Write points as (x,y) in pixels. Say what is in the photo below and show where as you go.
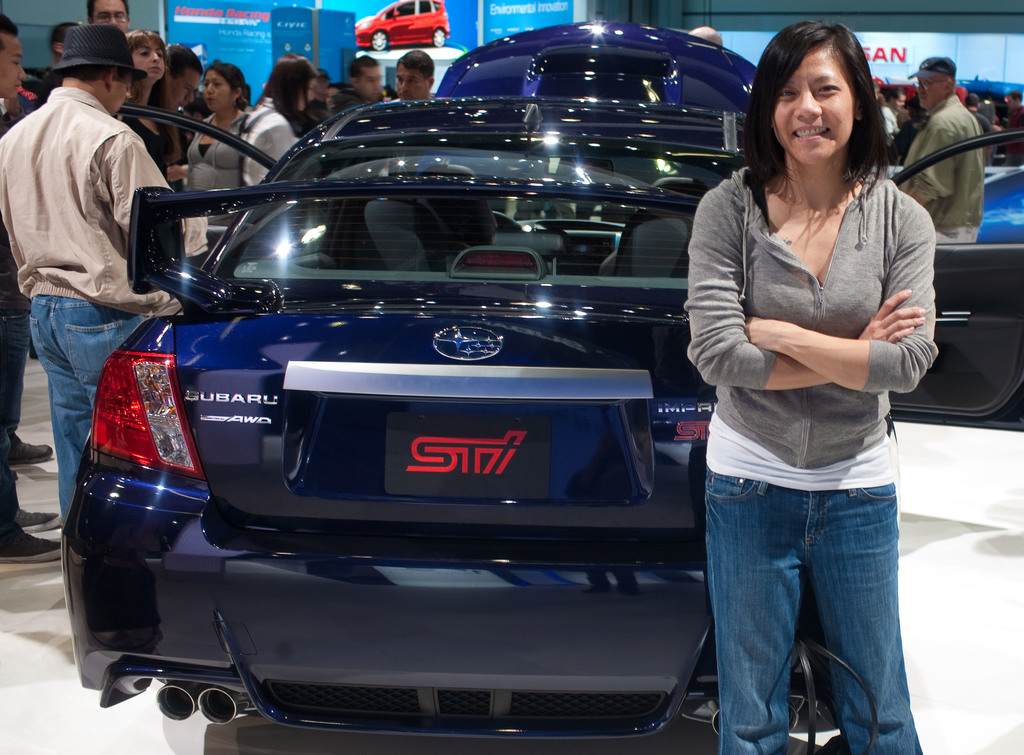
On the right side of the image (839,520), we can see a woman (833,417) is standing near the car (465,498) and smiling. Background (962,173) we can see a group of people (57,315) are standing. Here we can see banners (910,65). At the bottom (37,623), there is a floor (160,745).
